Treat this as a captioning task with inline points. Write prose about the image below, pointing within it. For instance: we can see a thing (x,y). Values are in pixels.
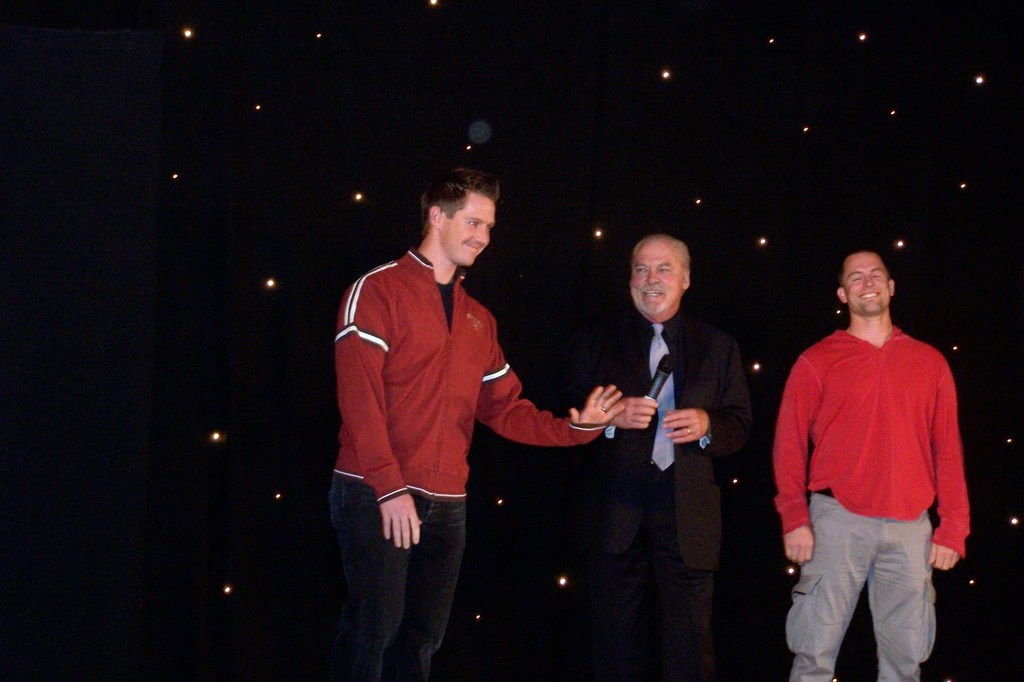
In this image, we can see persons (790,417) standing and wearing clothes (854,395). There are some lights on the dark background.
